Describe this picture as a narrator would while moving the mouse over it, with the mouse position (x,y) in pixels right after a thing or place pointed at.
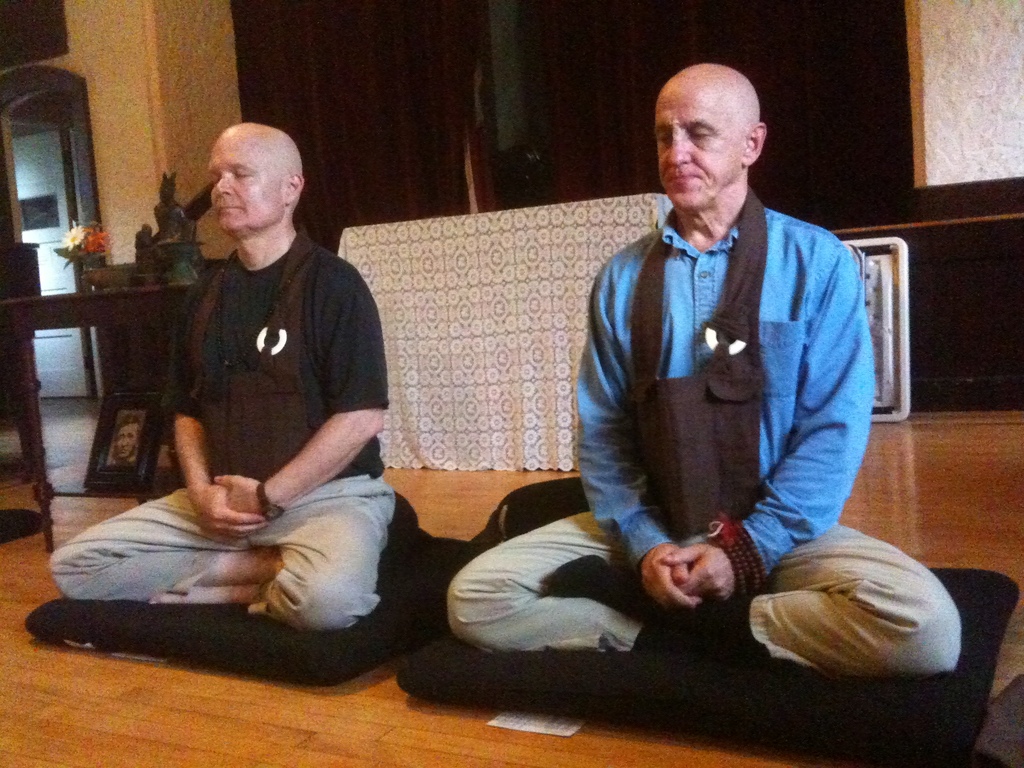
In this image I can see two men (741,138) are sitting. In the background (59,255) I can see a photo frame (94,482) and a plant (71,263).
